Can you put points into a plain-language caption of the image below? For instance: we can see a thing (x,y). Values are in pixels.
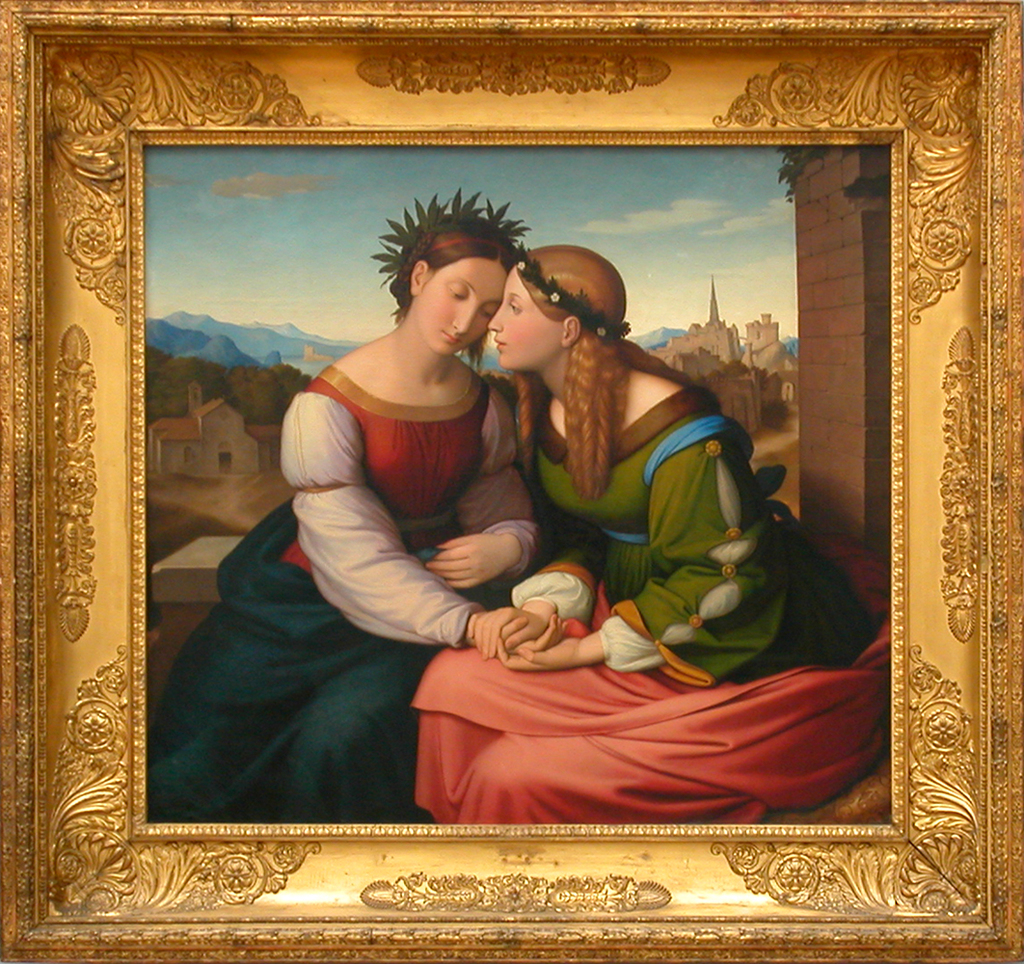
This image consists of a photo frame (57,131). It has a picture (508,590) of 2 persons (467,565).
